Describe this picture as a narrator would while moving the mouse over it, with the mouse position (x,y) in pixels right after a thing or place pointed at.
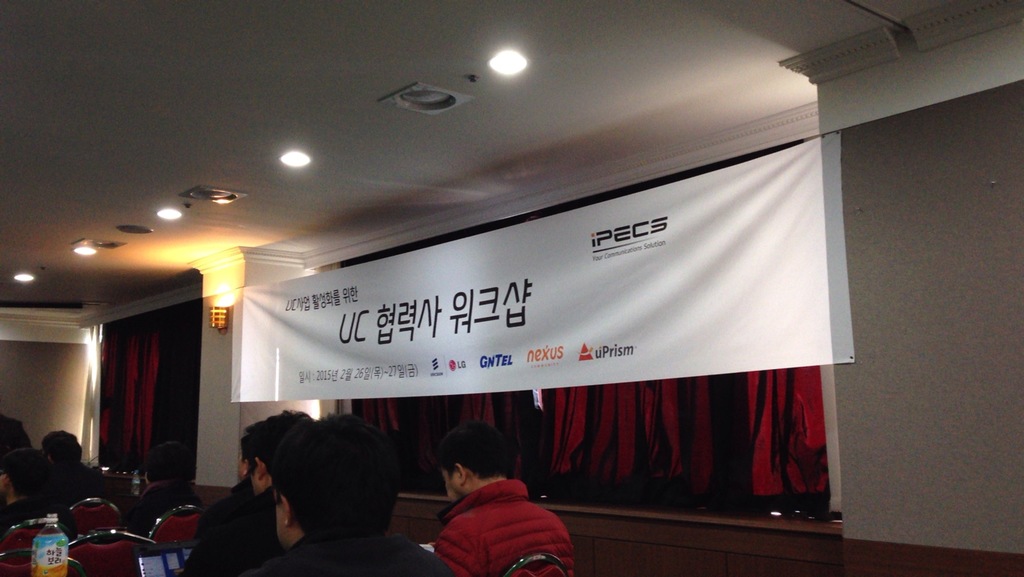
In this image we can see some people (247,507) sitting on the chairs (144,539). Image also consists of a banner (444,246) which is attached to the wall (865,293) and also we can see the curtains (638,416). At the top (142,77) there is ceiling (265,70) with some ceiling lights (447,95).
